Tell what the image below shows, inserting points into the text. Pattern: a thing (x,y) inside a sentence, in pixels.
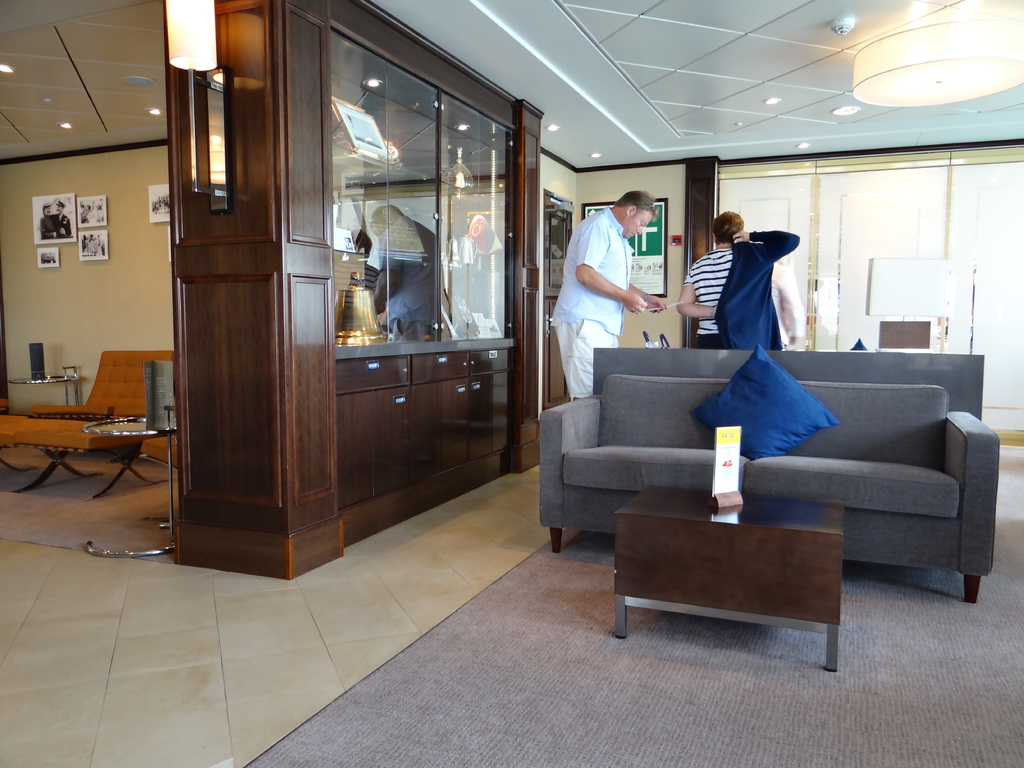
The image is taken inside the building (520,435). In the center of the image (666,401) there is a sofa (770,452) and cushion (764,420) placed on the sofa (768,470). There is a table (780,589). On the left (125,440) there is a couch (99,408). In the background (98,202) there are wall frames (90,250) which are attached to the wall (98,188). There are two people (629,305) standing. At the top (906,75) there are lights (152,110).
